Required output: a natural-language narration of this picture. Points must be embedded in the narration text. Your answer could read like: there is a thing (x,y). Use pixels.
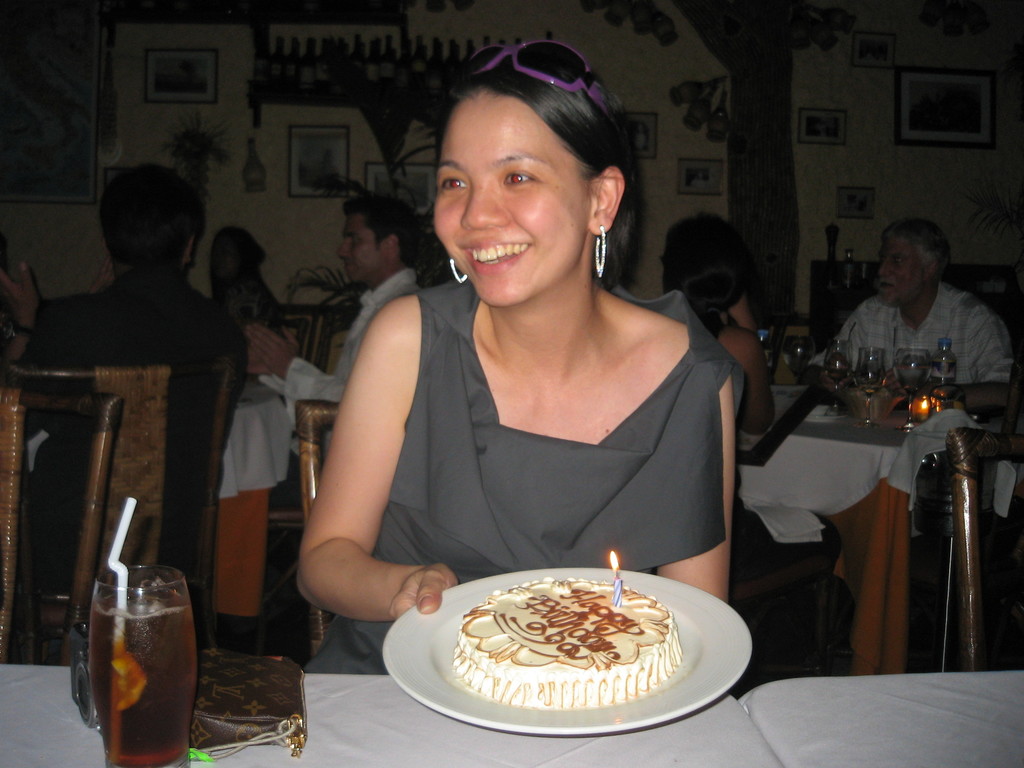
In this image, I can see a group of people (434,466) are sitting on the chairs (207,528) in front of tables (287,416), on which glasses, plates (694,632), bottles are there and one person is holding a plate (703,623) in hand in which a cake (524,618) is there. In the background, I can see wall paintings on a wall (346,123). This picture might be taken in a hotel (277,250).
